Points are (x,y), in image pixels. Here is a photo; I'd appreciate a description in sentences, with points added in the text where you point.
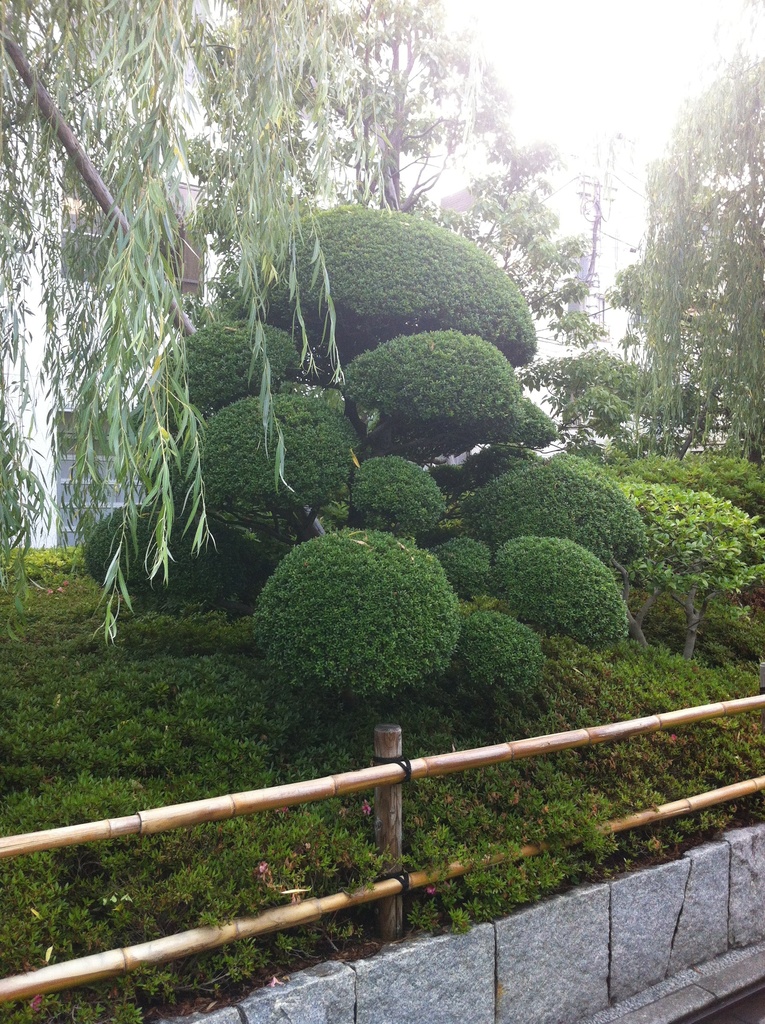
In this picture we can see a fence (725,800) from left to right. There are a few plants (274,559), trees (180,333) and a building (42,250) is visible in the background (509,190).
